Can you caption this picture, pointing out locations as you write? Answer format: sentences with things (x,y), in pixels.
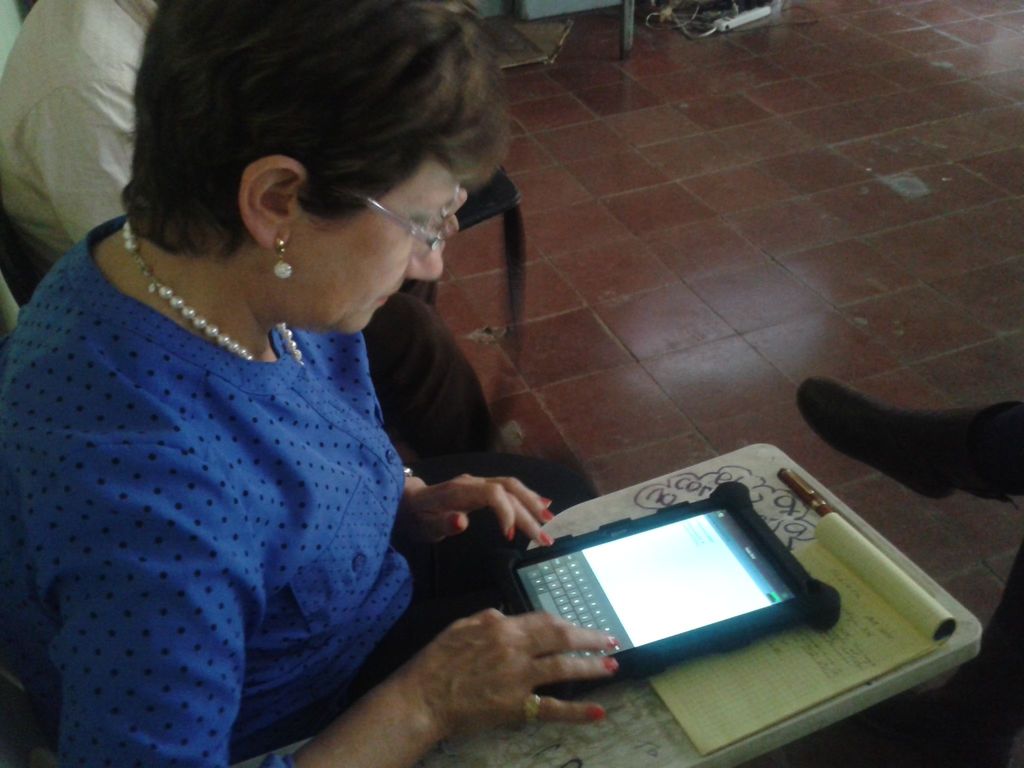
In this image we can see a group of people (310,550) sitting on chairs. One woman (330,497) is wearing spectacles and operating a device (779,559) placed on board (619,701) with a book (809,670) and pen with some text (851,627). In the background (729,25), we can see cables (698,21), box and a carpet (518,36) on the ground (625,62).
